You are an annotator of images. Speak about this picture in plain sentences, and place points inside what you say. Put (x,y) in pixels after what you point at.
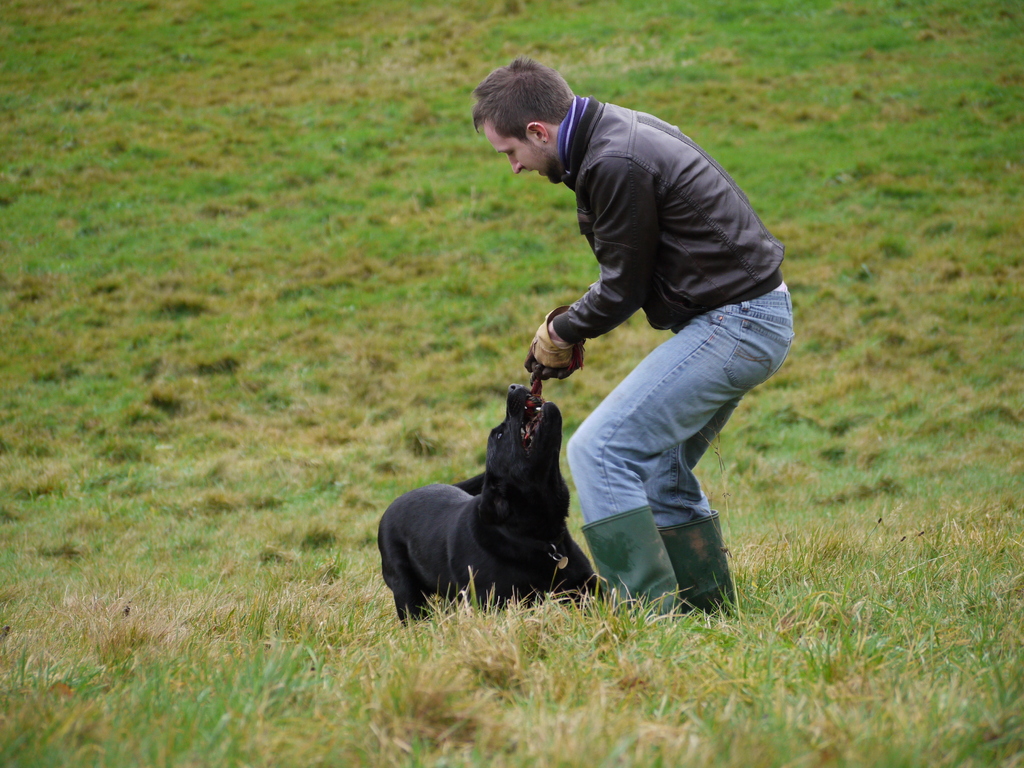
This is a fresh green grass (831,464). We can see a man (572,345) playing with a black dog (545,469). This man (655,218) wore scarf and a black jacket (691,226).
